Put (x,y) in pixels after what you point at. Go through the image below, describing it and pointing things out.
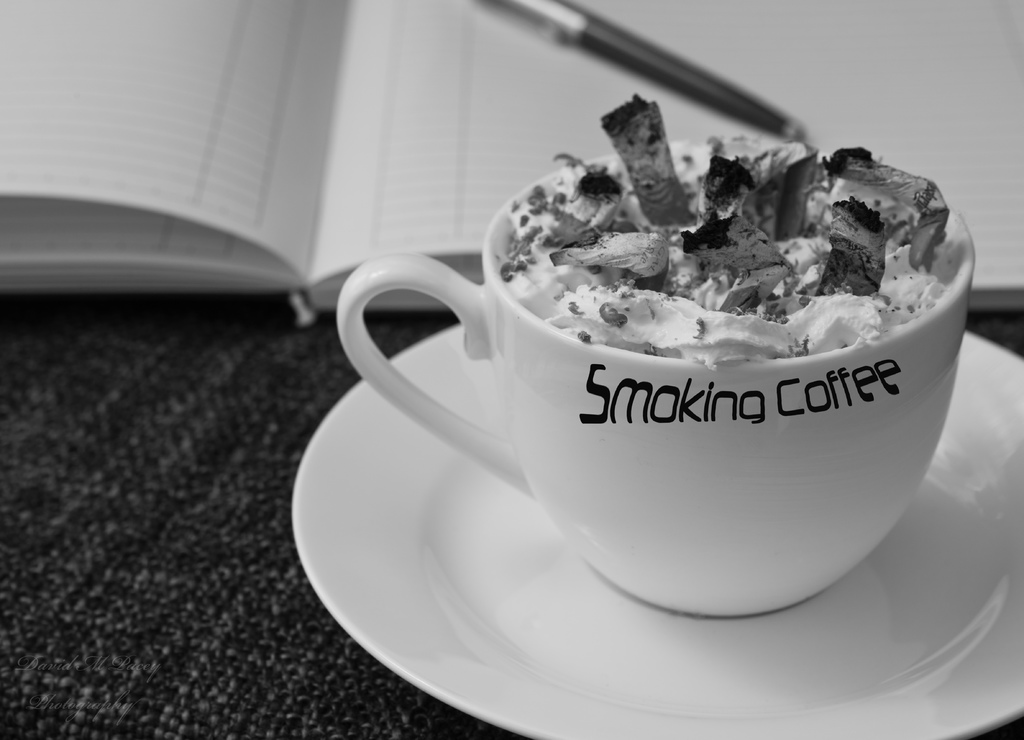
In this image I can see there is an ice-cream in the cup (808,446), at the top (591,127) there is a pen (682,61) on the book (505,100).
